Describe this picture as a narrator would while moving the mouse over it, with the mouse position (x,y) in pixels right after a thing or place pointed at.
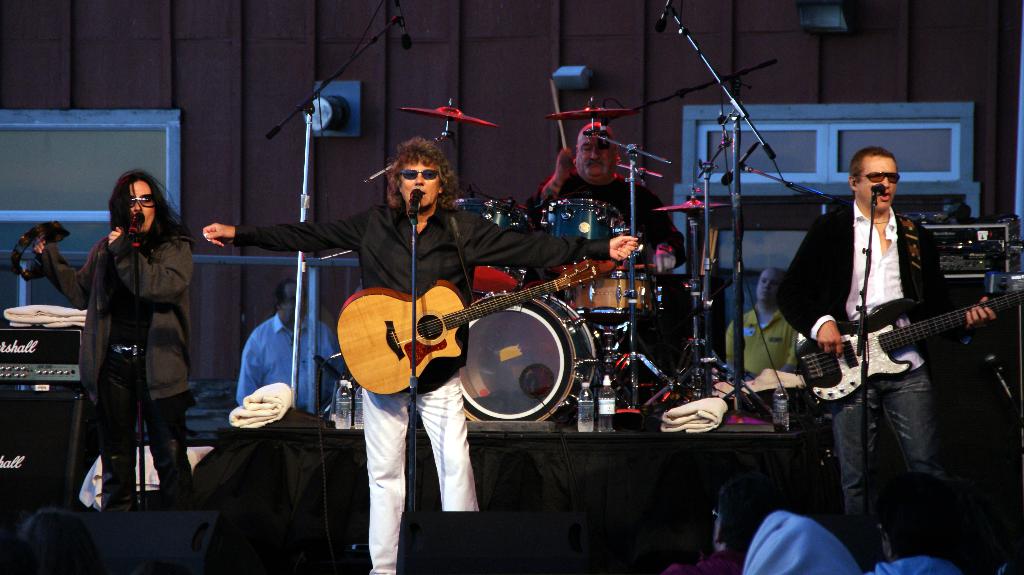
It is a music show, there are lot of music instruments (616,271) and also people (541,266) to play the instruments (888,341), in the background (279,165) there is a brown color wall (383,16) and two windows (119,159) to the wall (194,249), to the left side (42,459) there is a music system (71,382) and speakers (42,459).
